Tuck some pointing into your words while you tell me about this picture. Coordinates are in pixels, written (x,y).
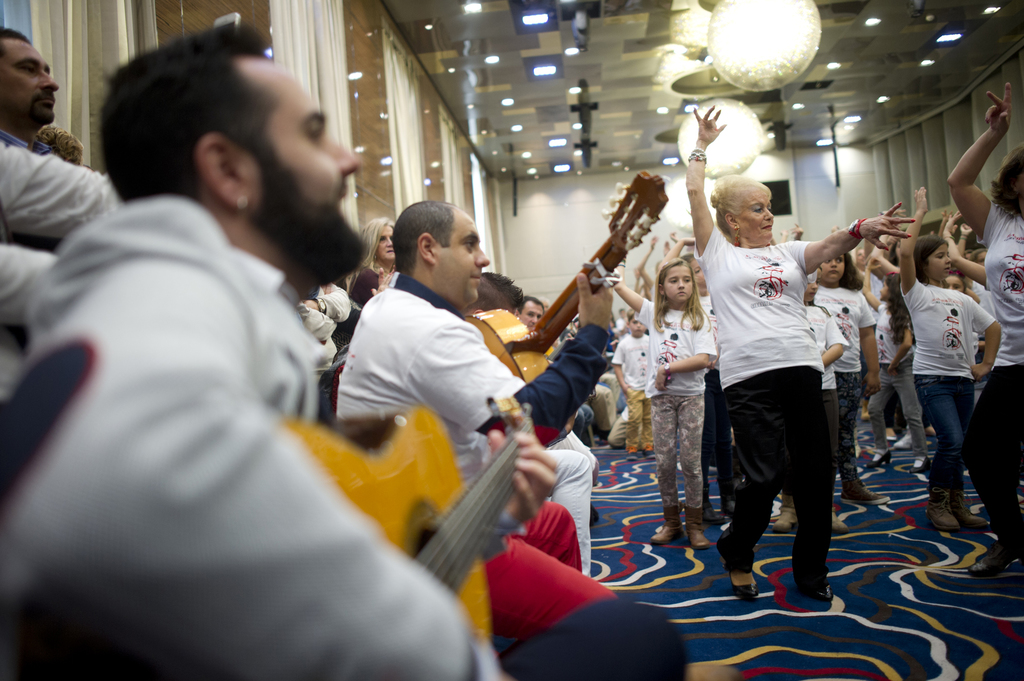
In this image, I can see two persons (313,499) sitting and playing the guitars (501,325). On the right side of the image (762,330), there are group of people (896,411) dancing on the floor (780,554). On the left side of the image (31,170), I can see few people (37,180) and the curtains (331,45). At the top of the image (742,78), I can see the decorative lights (775,28) hanging and the ceiling lights (536,13) are attached to the ceiling (728,91).
